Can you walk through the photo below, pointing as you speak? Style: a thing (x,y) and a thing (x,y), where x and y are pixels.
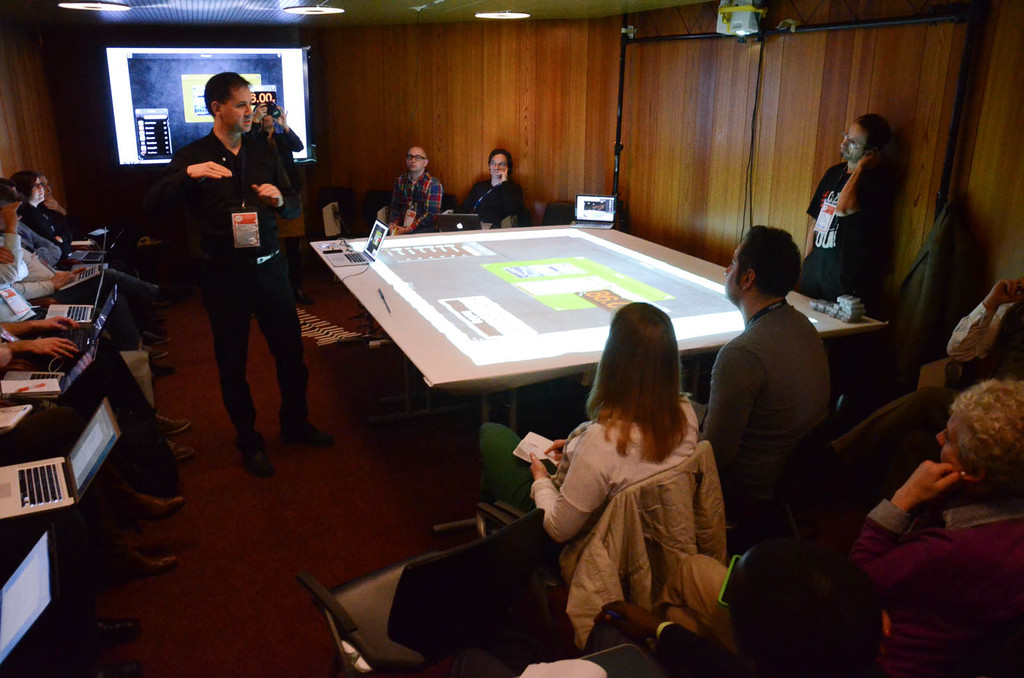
In the picture we can see few people (65,660) sitting on the chairs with a laptops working on it and one person (281,269) standing and explaining something to them and in the background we can see two people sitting on the chair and listening to him, beside them there is a screen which is hanged to the wall (72,94) and to the ceiling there are lights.
